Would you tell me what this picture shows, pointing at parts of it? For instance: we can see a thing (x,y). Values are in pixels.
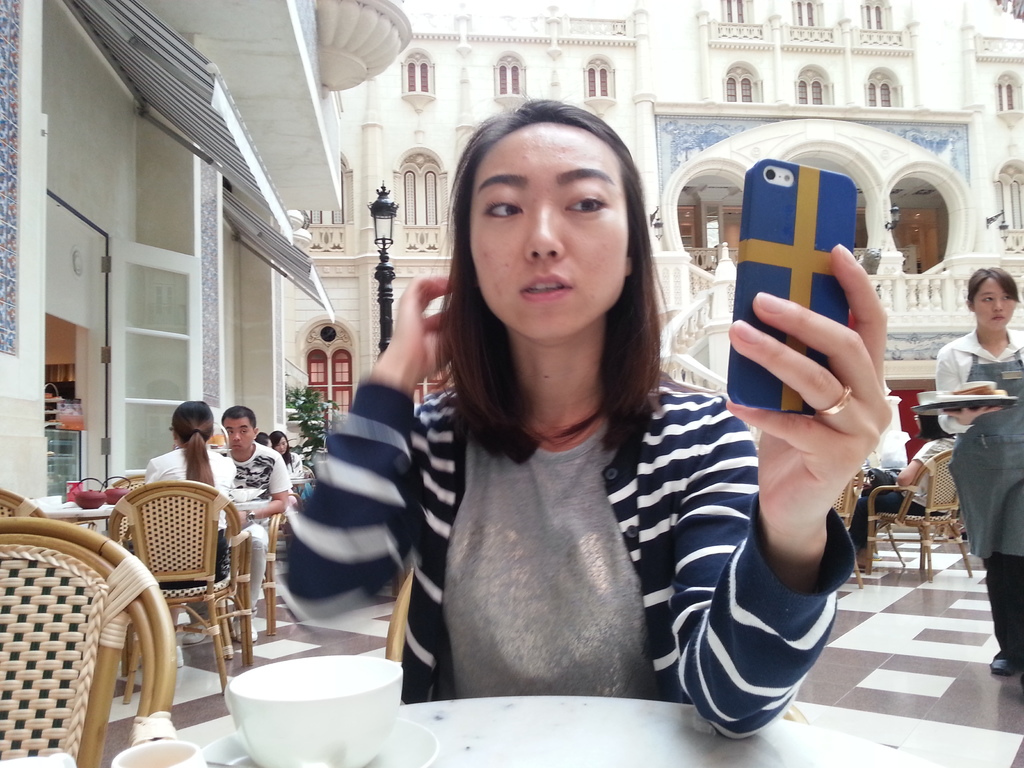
Here is a woman (476,623) sitting and holding her mobile phone (775,266). This is a table (591,765) with cup (372,736) and saucer (369,754) placed on it. At background (281,482) I can see people (259,480) sitting on the chairs (209,529). This is street light (381,265). At the right corner of the image (943,387) I can see woman (994,426) holding a tray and walking. This is a building (603,57) with windows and it has a beautiful architecture.
